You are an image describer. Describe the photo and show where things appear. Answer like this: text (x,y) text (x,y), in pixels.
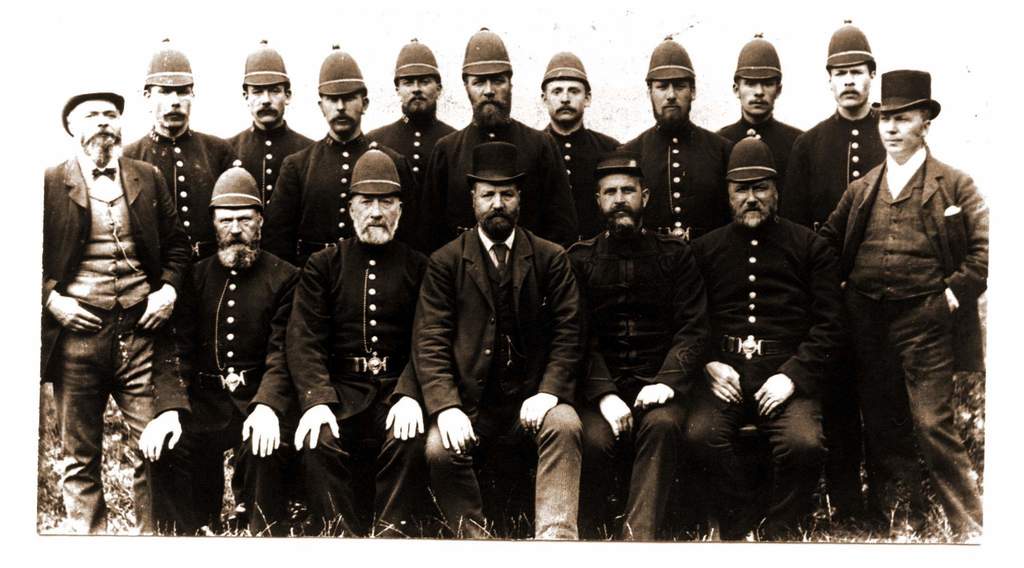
In this image I can see a few people (240,324) sitting and other people (344,189) standing. They are wearing caps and uniforms (425,170). This is a black and white image.
